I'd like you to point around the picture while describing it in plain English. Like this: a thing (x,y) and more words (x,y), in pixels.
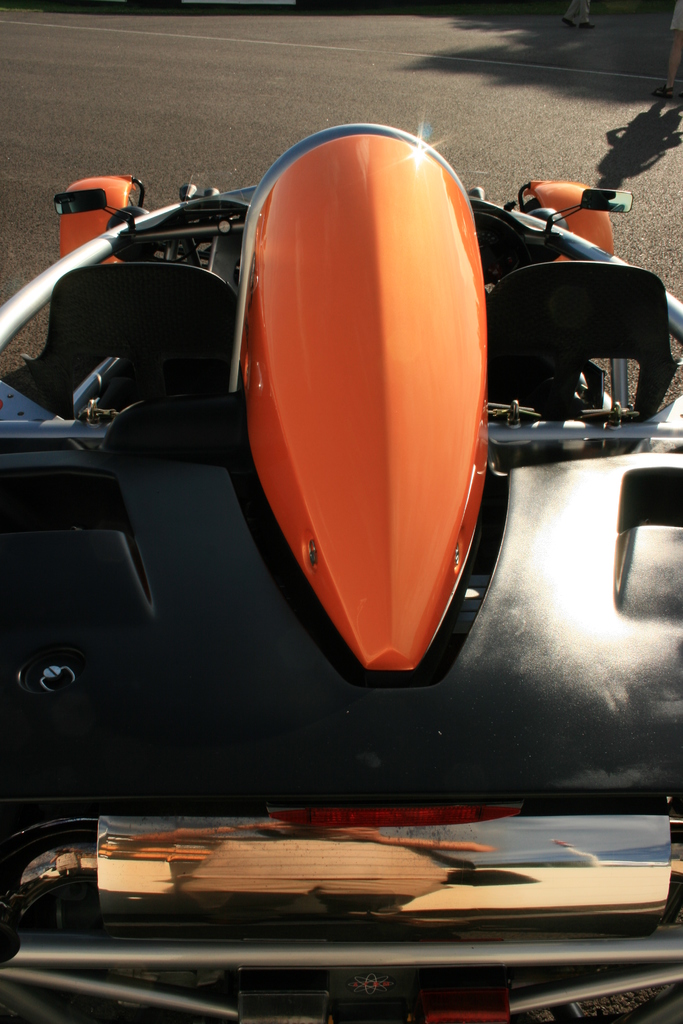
In the center of the image (250,511), we can see a vehicle (325,288) on the road (232,142).
